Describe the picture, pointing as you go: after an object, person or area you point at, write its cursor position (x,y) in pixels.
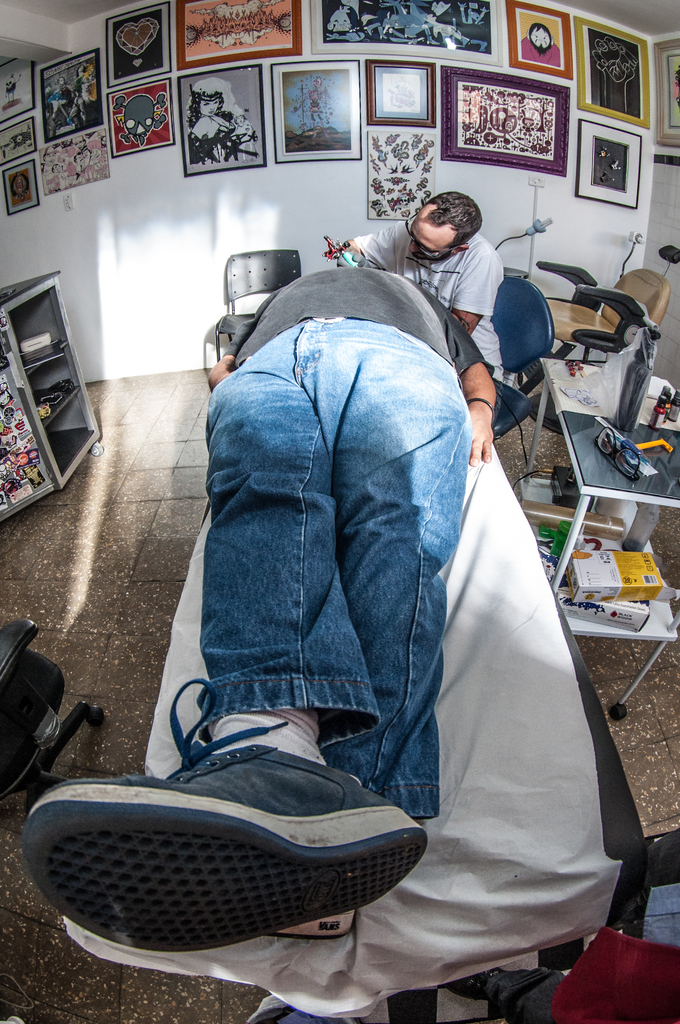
In this picture we can see man (453,444) sleeping on table (445,740) and other man (462,277) sitting on chair (517,315) and besides to them we can see table (559,385) and on table (638,437) we have goggles (617,466), bottle (627,410), boxes (617,560), chairs (578,284) and in background (569,101) we can see wall (565,214) with lots of frames (417,112) to it.
